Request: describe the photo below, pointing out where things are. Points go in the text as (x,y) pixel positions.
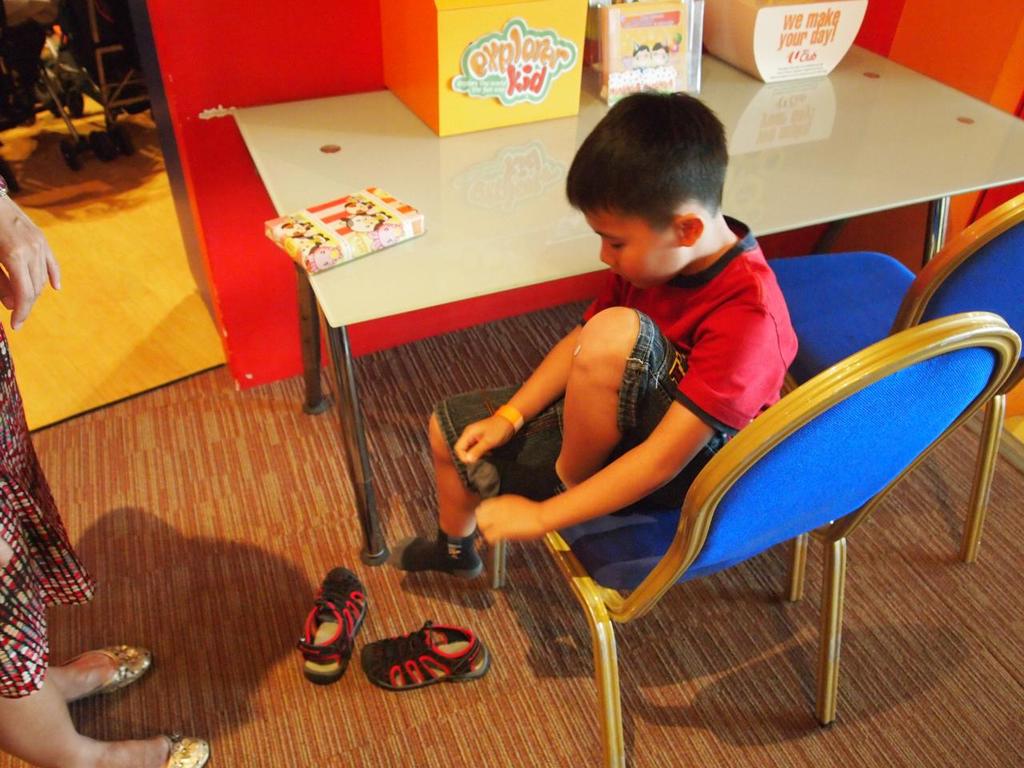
This image is clicked in a room (307,446). There is a table (842,215) and chairs (580,564). On the chair (687,549) a child (624,505) is sitting. There are boxes (416,23) on the table (548,228). There is a woman (16,385) standing on the left side (8,451). There are shoes (331,615) in the bottom (324,630).
